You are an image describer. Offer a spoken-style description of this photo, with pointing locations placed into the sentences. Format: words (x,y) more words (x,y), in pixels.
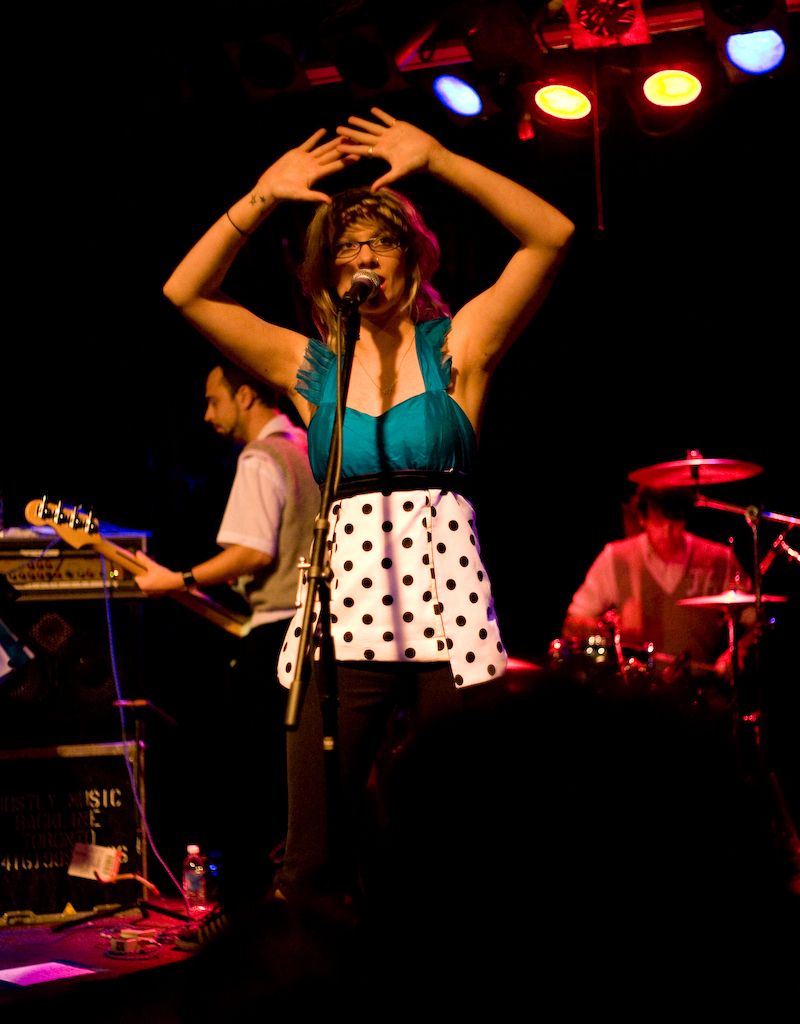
In the picture we can see a woman (240,329) talking in a microphone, in the background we can see person (248,549) holding a guitar (72,518) and person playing a musical instruments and there are lights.
